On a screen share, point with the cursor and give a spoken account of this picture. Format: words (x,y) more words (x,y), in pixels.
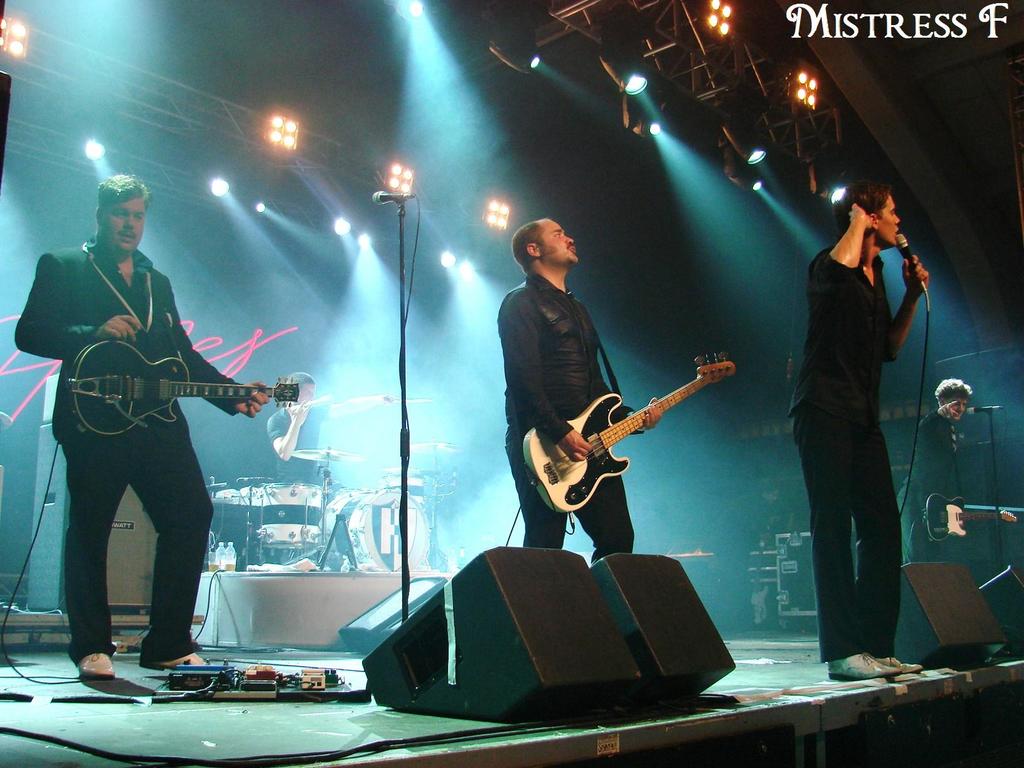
In the image there are four people (278,428) playing their musical instruments (274,497). On right side (879,363) there is a man (835,432) standing and opened his mouth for singing in front of a microphone (908,249), in background (297,427) there is a man (300,427) playing his musical instrument (289,494) on top (766,85) there is a roof (762,102) with few lights (657,131) at bottom (599,592) we can also speakers (437,643) and wires (238,672).
